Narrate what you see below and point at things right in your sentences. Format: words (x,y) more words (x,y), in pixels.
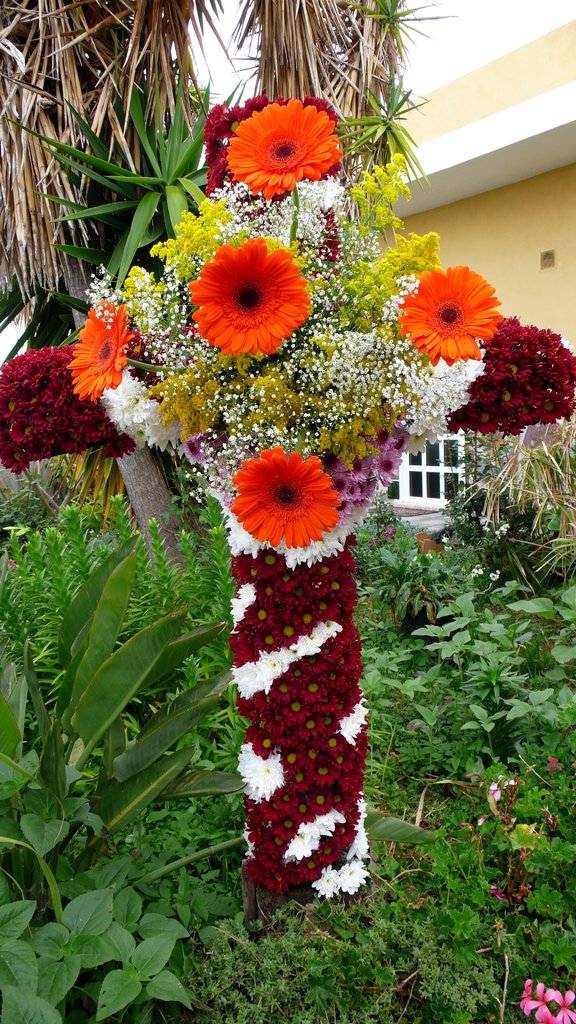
In this image I can see a wooden pole (333,651) and to it I can see few flowers (306,680) which are maroon, pink, white, orange, yellow and green in color. I can see few plants (165,720) and in the background (555,231) I can see a building (442,169) and the sky (458,1).
